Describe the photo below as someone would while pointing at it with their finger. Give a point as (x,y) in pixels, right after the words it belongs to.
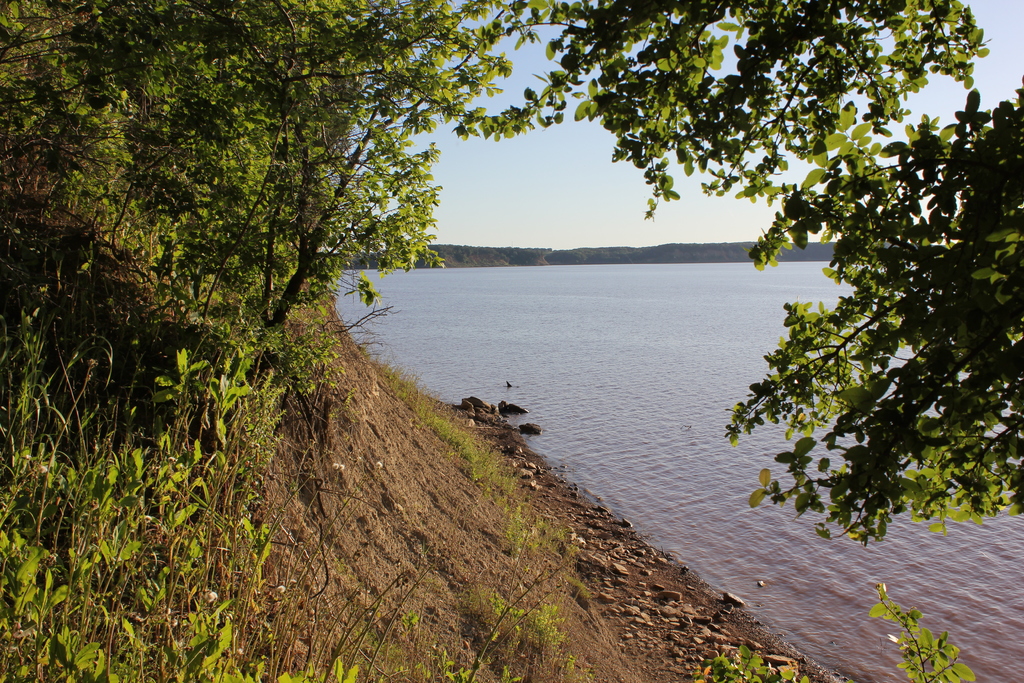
This image is taken outdoors. At the top of the image (535,115) there is the sky (918,103). In the background (541,251) there are many trees (661,251). On the right side of the image (781,271) there is a pond (718,479) with water (642,420). On the left side of the image (227,374) there are many trees (247,162) and plants (130,477) with leaves (105,56), stems (217,479) and branches (85,78). There is a ground (549,541) with grass (513,508) and pebbles (712,630) on it.
